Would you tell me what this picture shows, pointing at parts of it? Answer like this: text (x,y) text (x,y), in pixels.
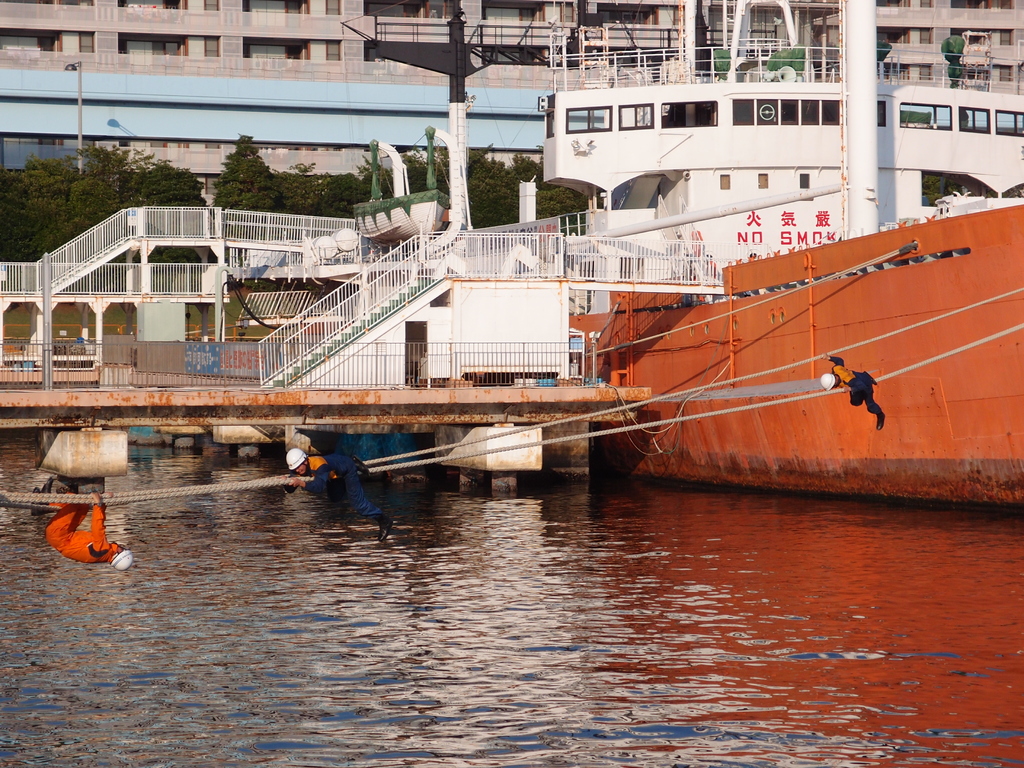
In this image I can see few buildings (104,23), windows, trees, light pole (80,103) and few objects (198,371). I can see the bridge (316,398), few stairs (355,336), railing (353,327) and the object (419,211) is in green and white color. I can see few people (851,379) are holding ropes (714,381) and the ship (814,313) is on the water surface (734,562).
